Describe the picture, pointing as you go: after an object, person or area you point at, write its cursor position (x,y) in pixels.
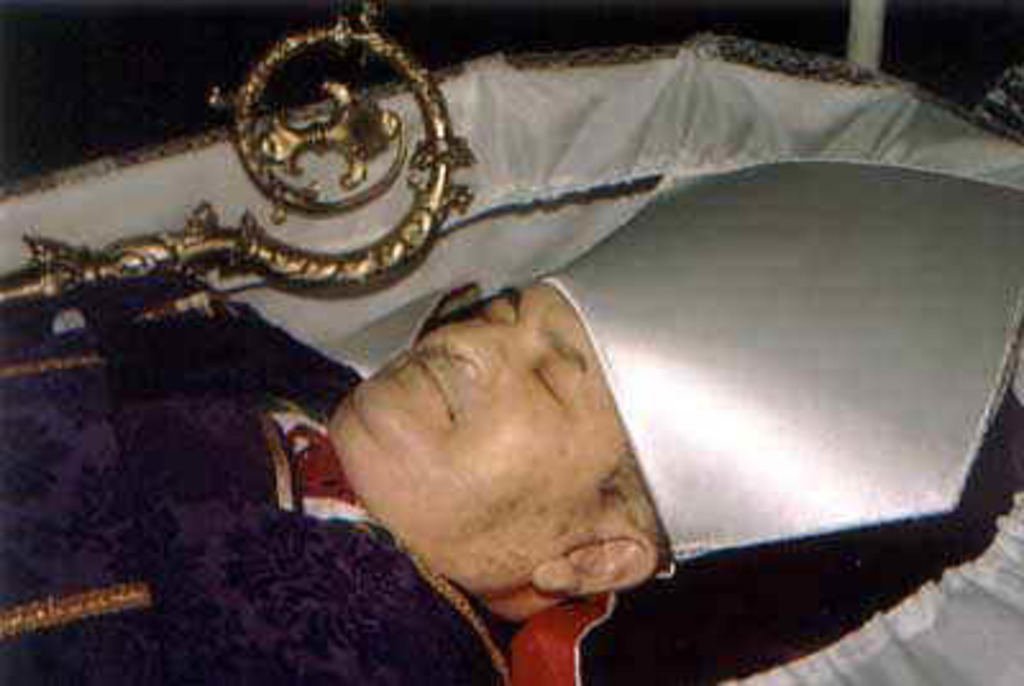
In this image there is a person's dead body (135,299) in a coffin (587,155). Beside him there is some object (22,295).
